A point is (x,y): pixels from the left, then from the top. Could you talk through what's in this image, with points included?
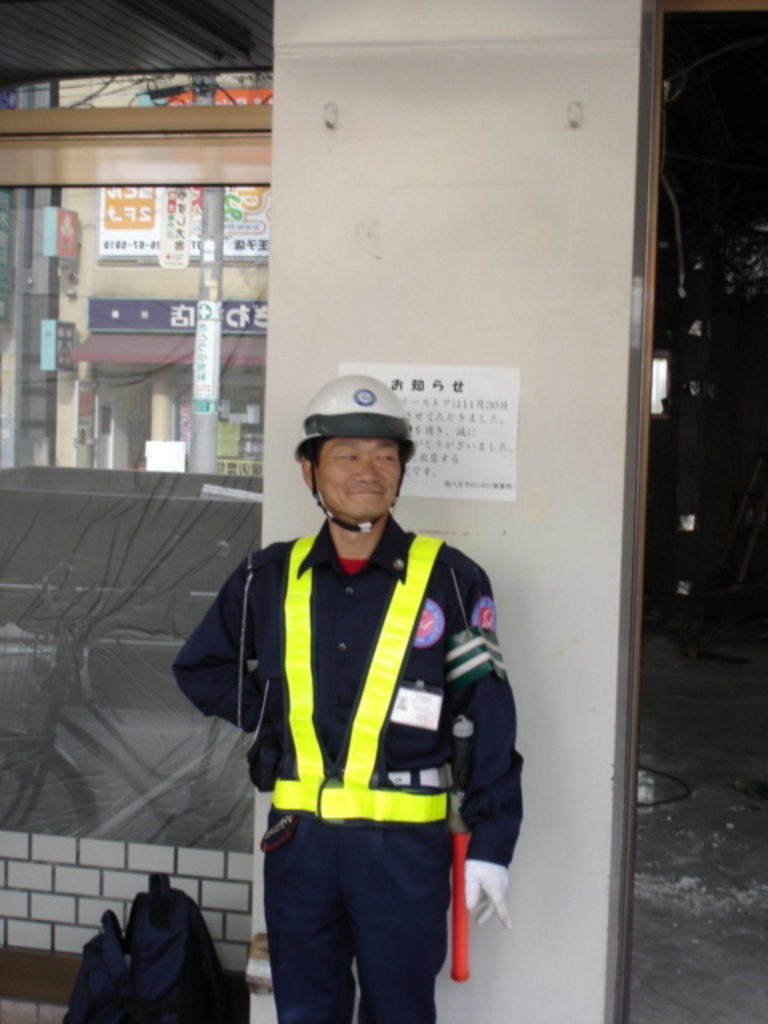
This is the man (359,794) standing and smiling. I can see a paper (481,431), which is attached to a wall (489,354). At the bottom of the image (176,916), I think this is a bag (158,937). This looks like a glass door (142,760). I can see the reflection (142,740) of a bicycle (51,708), buildings (147,350) with the name boards (130,320) and a pole (204,469).
